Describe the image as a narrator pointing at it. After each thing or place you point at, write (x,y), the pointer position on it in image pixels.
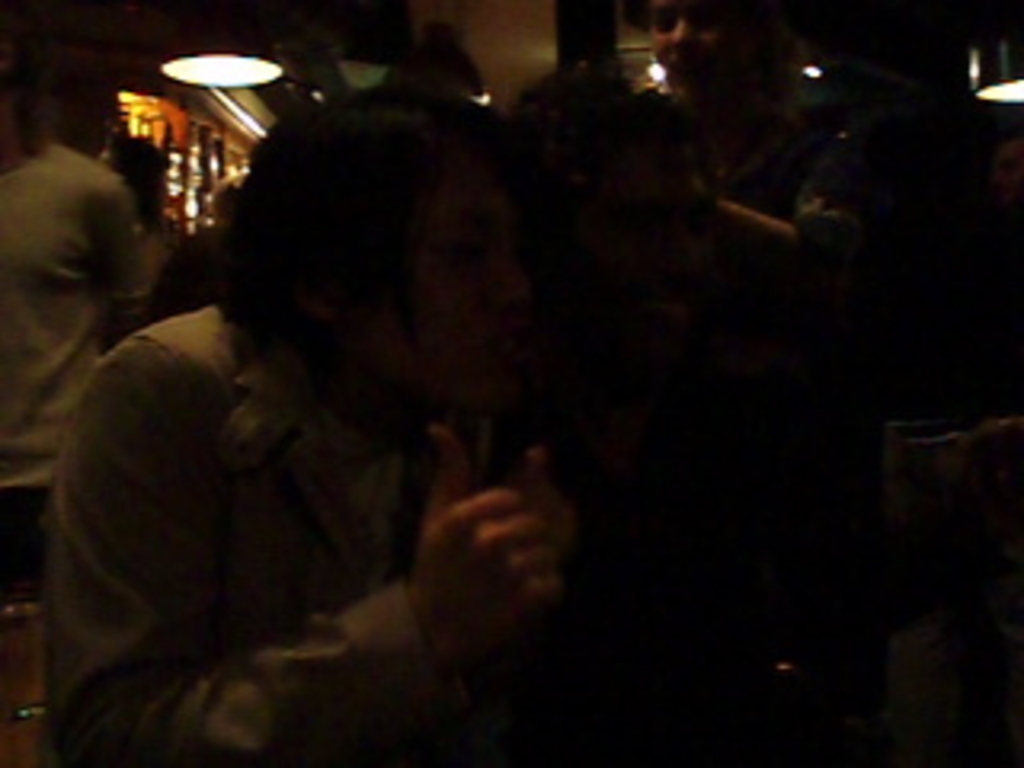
In the image we can see there are people (511,349) wearing clothes (633,475), this is a light (207,72).
